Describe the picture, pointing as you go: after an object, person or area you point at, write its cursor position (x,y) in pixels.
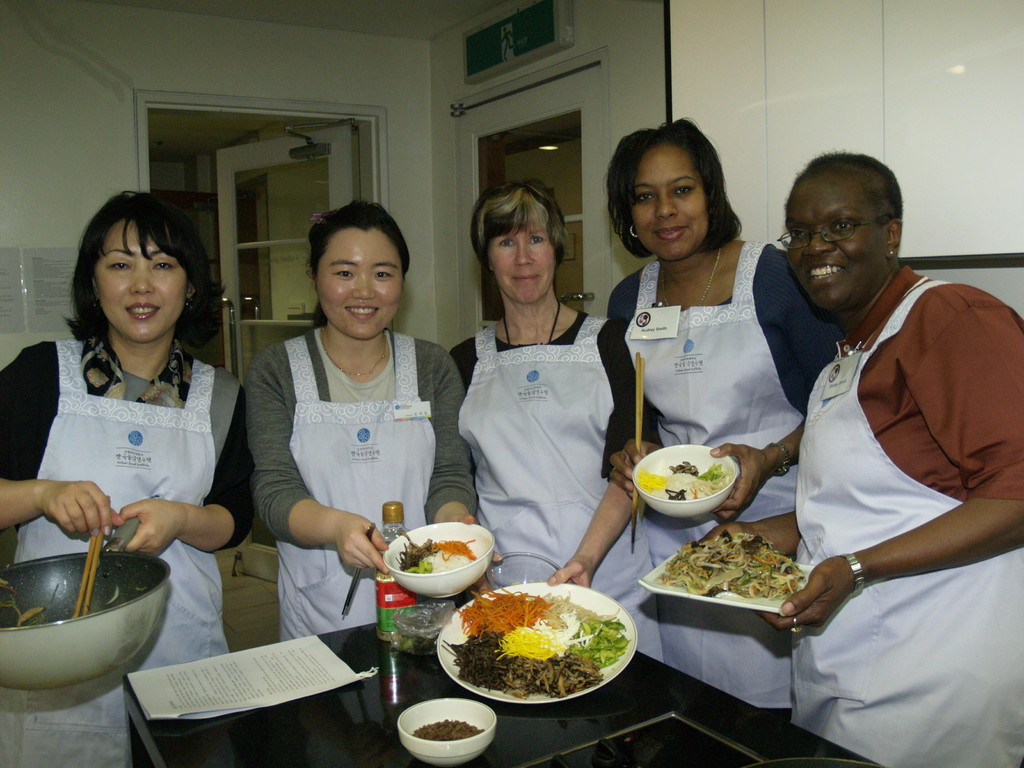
In the center of the image (523,387) we can see some people (412,408) are standing and smiling and wearing aprons (585,409) and holding plates (564,591), bowl (468,544) which contains food (409,558) and some of them are holding sticks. At the bottom of the image (385,742) we can see a table (385,760). On the table (296,730) we can see paper (283,667), bottle (386,630), cover (413,641) and a bowl (439,744) which contains food (435,732). In the background of the image (885,115) we can see the wall (417,140), door (587,119), rods (471,108), boards (893,120), paper (57,302).
